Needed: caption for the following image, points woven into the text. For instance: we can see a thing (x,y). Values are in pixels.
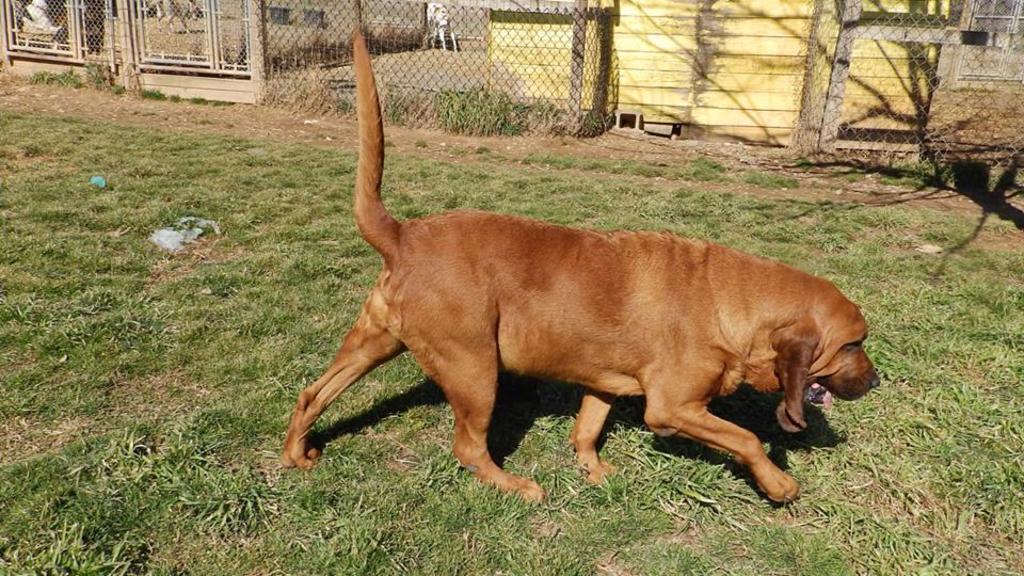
In this image, at the middle (492,305) we can see a brown color dog (590,321) walking on the grass (307,293), we can see the fencing (575,50).
